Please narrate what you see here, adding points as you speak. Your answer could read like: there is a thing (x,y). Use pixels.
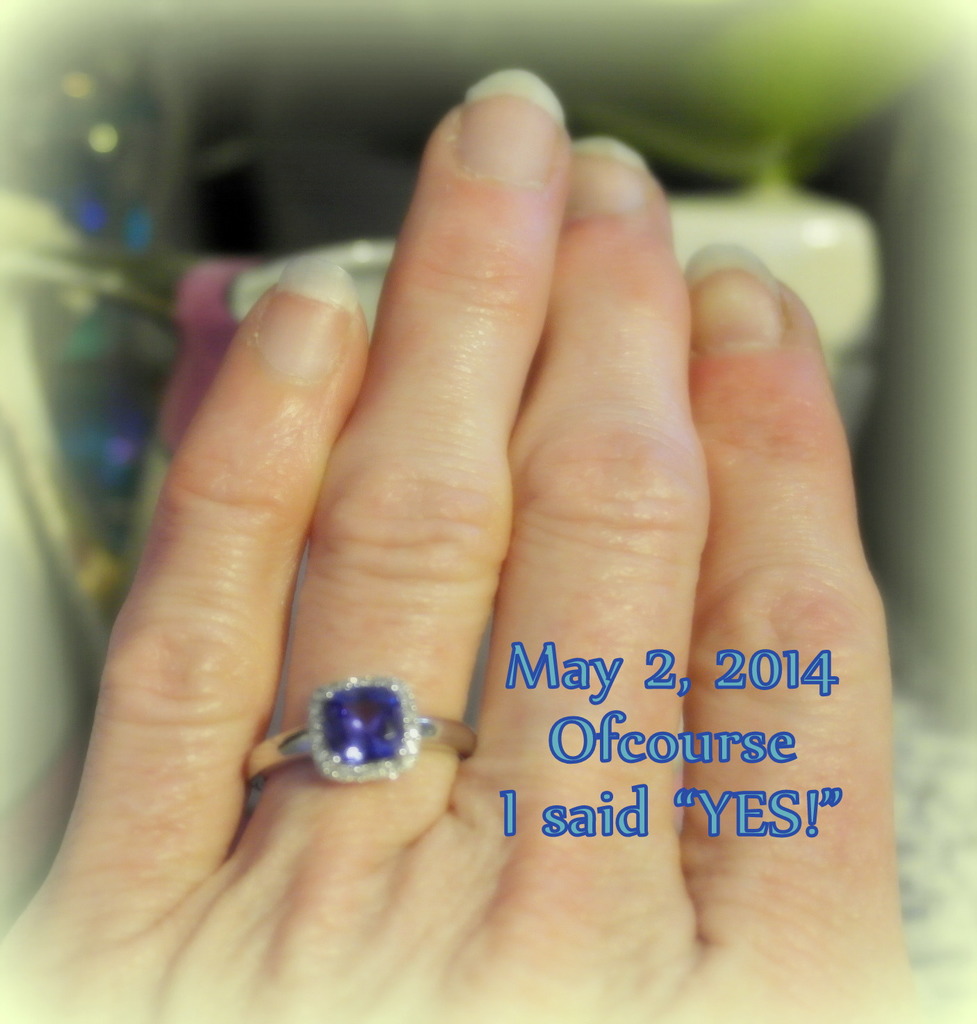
In this picture we can see hand (431,366) of a person (428,508) and a ring (356,752), and also we can see some text (634,755).
